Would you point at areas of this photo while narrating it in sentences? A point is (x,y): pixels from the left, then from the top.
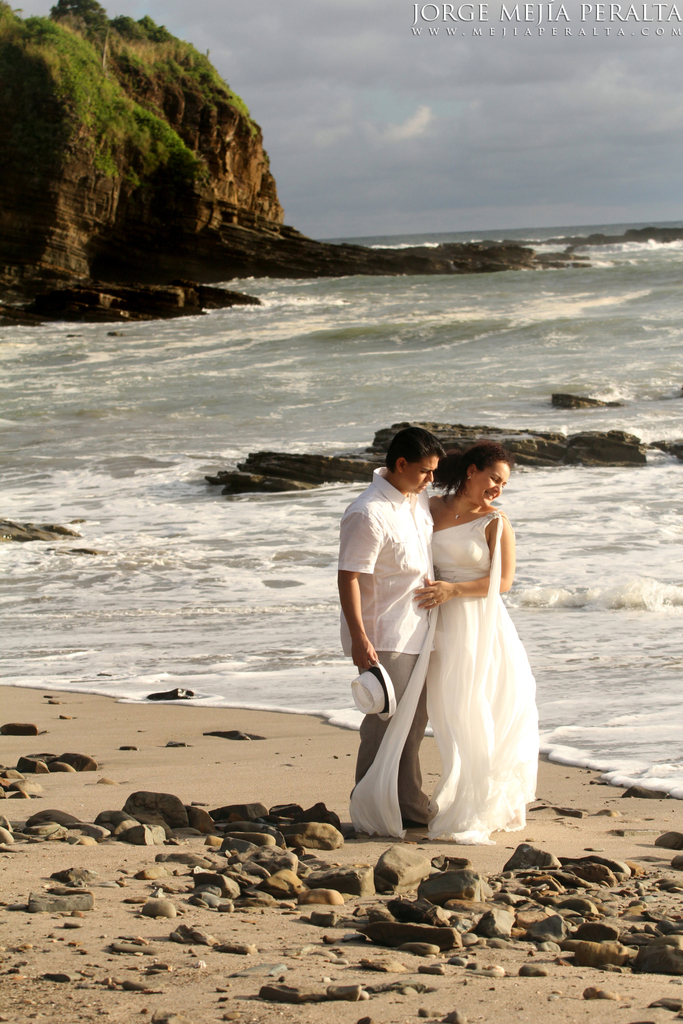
Here we can see a man (409,822) and a woman (447,740). There are stones (384,985) and this is water (630,513). In the background (66,69) we can see a mountain (240,138) and sky (554,110).
